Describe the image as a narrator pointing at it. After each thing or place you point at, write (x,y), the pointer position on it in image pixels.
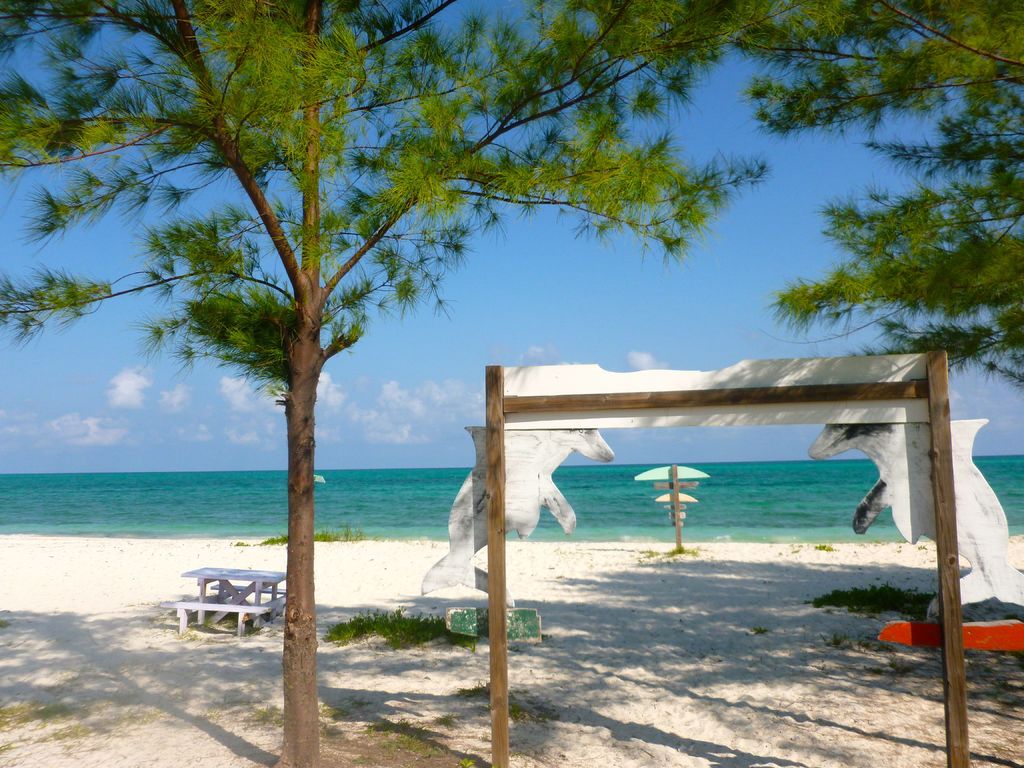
In this picture we can see beach (328,572), in the beach (271,628) we can find few trees (306,647), bench (225,597) and few plants (338,630), in the background (413,388) we can see water (276,499) and clouds (405,421).
